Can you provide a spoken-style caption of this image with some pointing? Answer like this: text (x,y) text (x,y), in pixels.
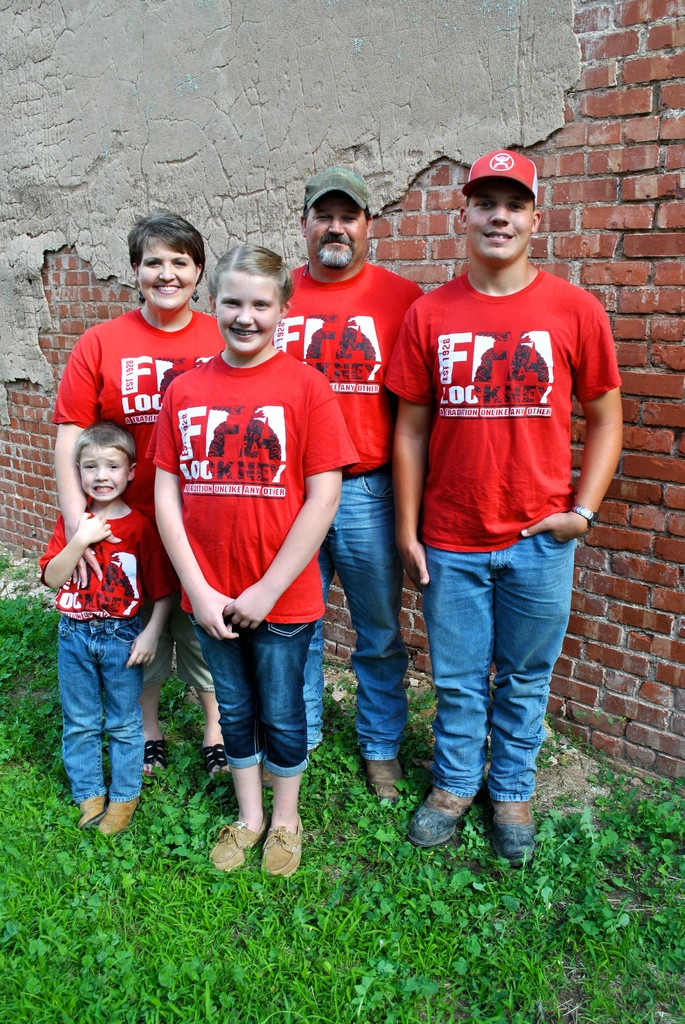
There are five persons (344,434) wearing red dress (364,445) and jeans pant (379,635) are standing on a greenery ground (373,1006) and there is a wall (305,126) behind them.
